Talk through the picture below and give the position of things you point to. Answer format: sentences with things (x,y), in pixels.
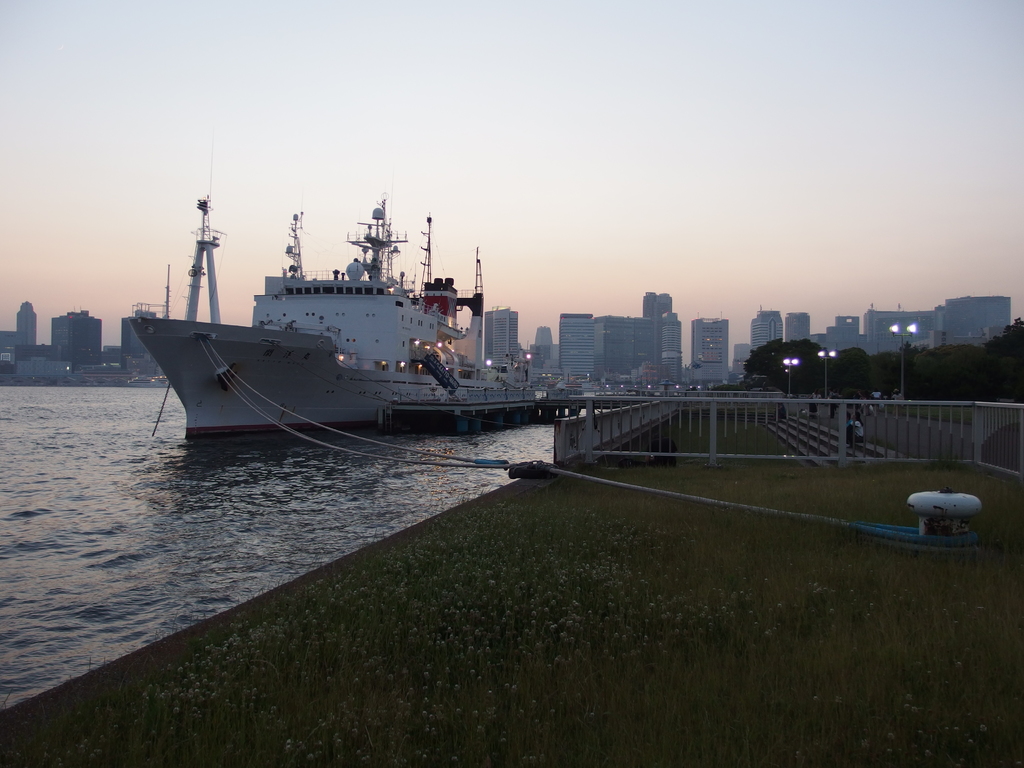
In this picture, we can see a ship (463,379) on the water (235,485) and the ship (237,383) is tied with ropes (668,491) and on the path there is a fence (810,441), poles (835,355) with lights (785,359), trees (795,373). Behind the ship (301,342) there are buildings (508,330) and sky (555,90).
